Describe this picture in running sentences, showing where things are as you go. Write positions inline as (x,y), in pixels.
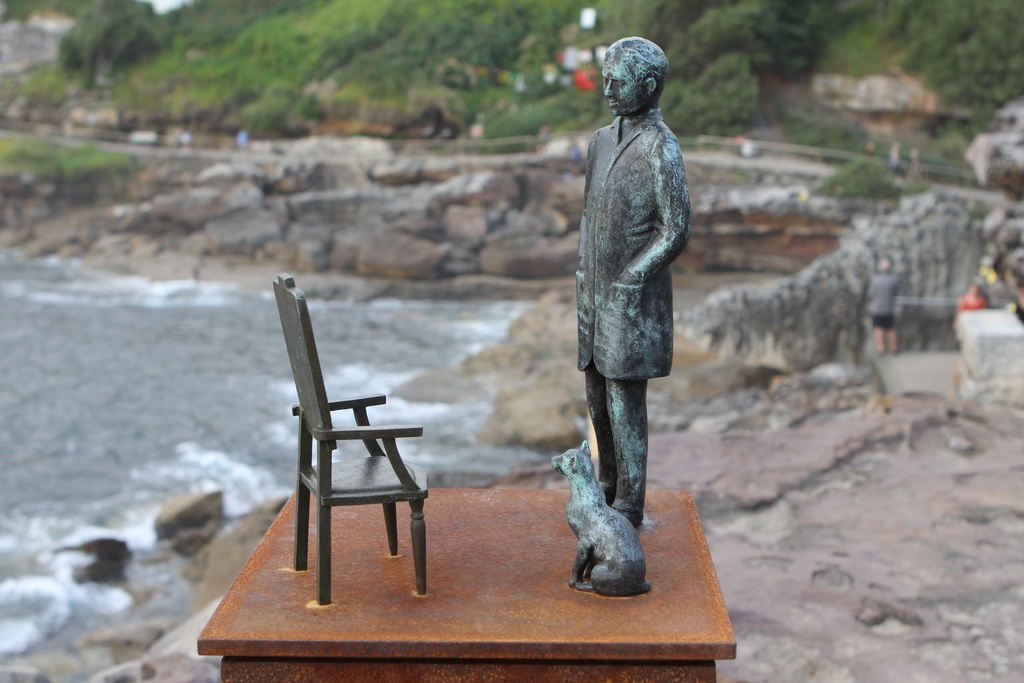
On the background (582,31) we can see trees (530,54). Here we can see a sea (193,390) with waves (95,481). At the right side of the picture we can see few persons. In Front (613,559) portion of the picture we can see a statue (653,314) of a person (636,451) and an animal (587,561). This is a chair (419,522).
